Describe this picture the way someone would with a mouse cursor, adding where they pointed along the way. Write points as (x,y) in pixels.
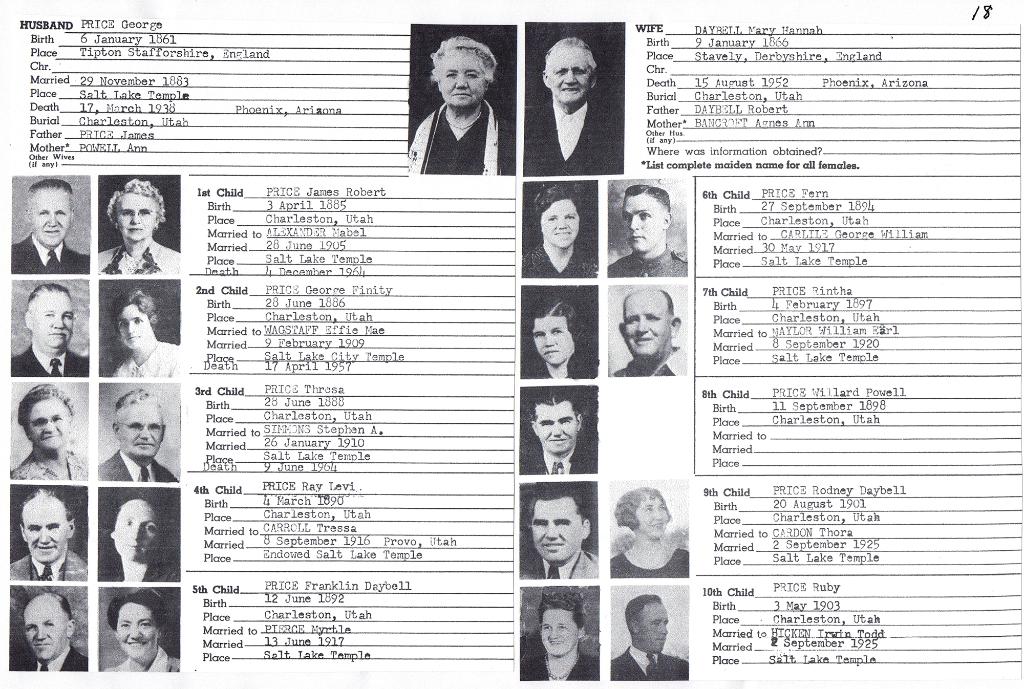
In this image I can see few photos (575,420) and some text (782,421). The background (766,672) is white in color.
